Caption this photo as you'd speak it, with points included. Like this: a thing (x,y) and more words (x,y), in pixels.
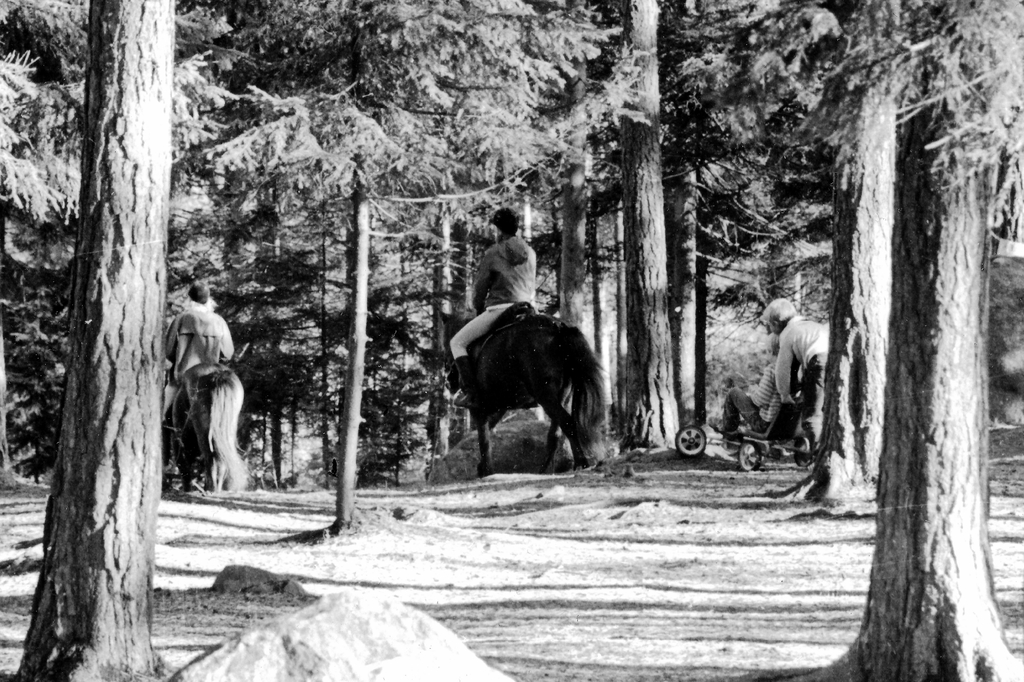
This picture shows that some men (202,350) are riding horses (522,358). One guy (753,409) is in trolley (752,443) and the other one (803,345) is pushing the trolley (792,414). We can observe some land (411,544) and trees (377,123) in the background (382,114) here.
